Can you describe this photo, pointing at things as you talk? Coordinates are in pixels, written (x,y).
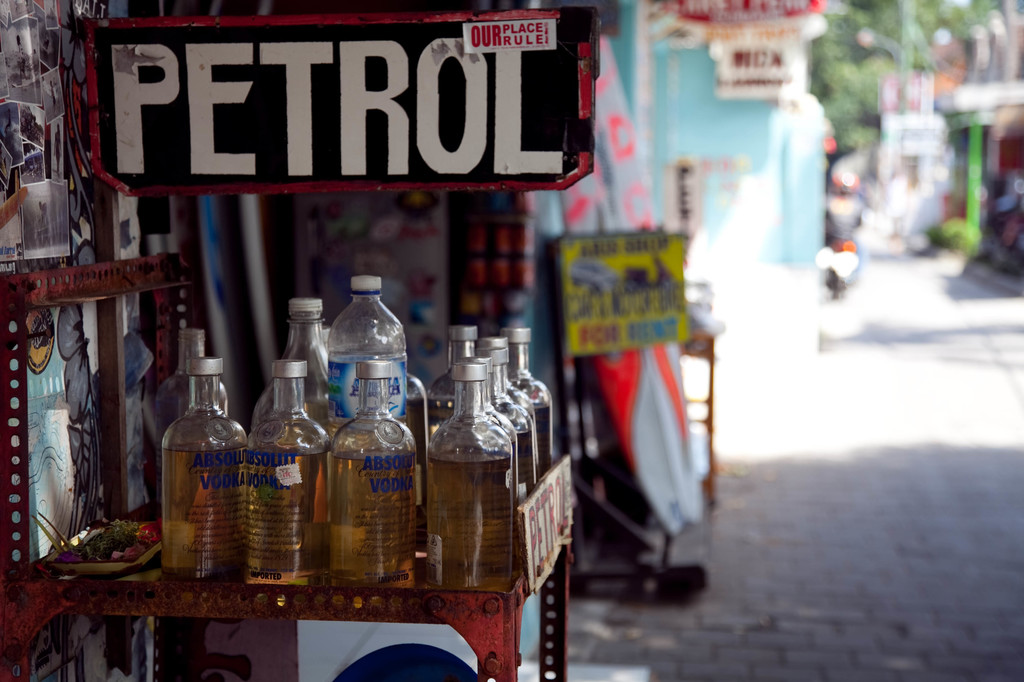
In this picture there are a tray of bottles (305,415) kept and there is a nameplate (438,43) over here, there are some decorative items (617,348) over here and this is the walkway (936,437) this is a person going on a motorcycle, there is a tree (849,78).
